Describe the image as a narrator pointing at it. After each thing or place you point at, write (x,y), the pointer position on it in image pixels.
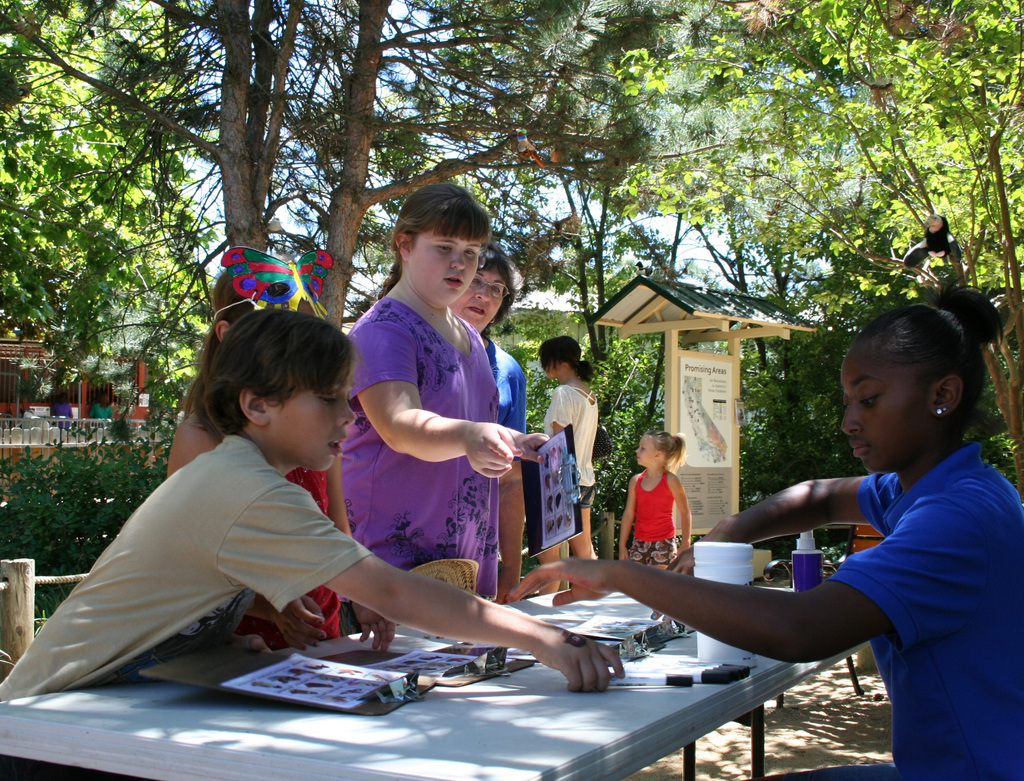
In this picture we can see a group of people (489,417) where some are standing and some are sitting on chairs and in front of them on table (705,695) we have writing pad (398,685), papers (659,661), sketch (683,685) and in the background (499,114) we can see trees (285,120), fence (63,423), houses (113,378), banner (717,400), butterfly (279,270).
